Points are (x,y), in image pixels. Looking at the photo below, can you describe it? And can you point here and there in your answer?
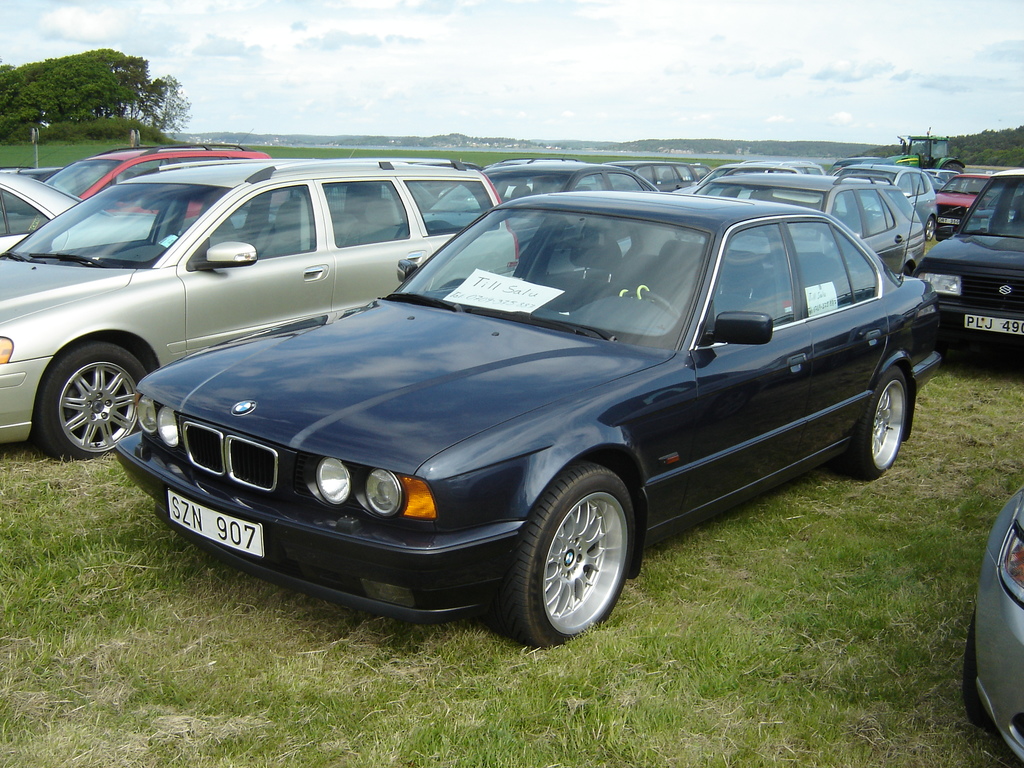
In this image in front (482,344) there are cars (499,343). At the bottom of the image (501,674) there is grass (559,706) on the surface (580,706). In the background of the image (136,97) there are trees (171,102), mountains (746,149), buildings (548,145) and sky (622,37).
